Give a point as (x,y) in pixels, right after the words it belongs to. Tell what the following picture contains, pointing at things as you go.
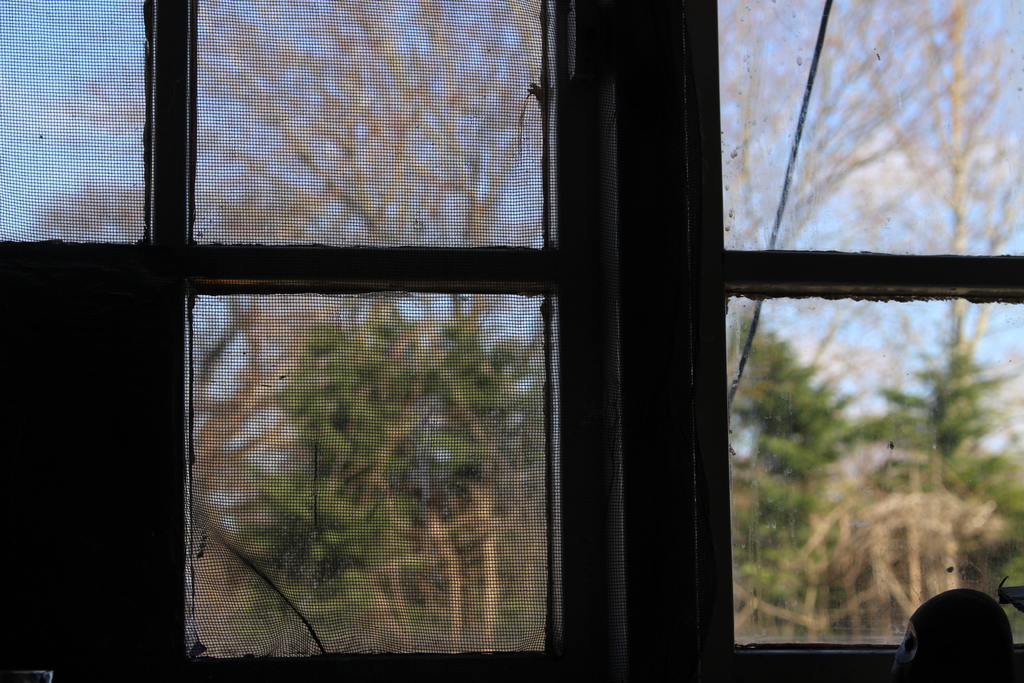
This picture shows a glass window (931,271) and from the glass (919,510) we see trees (335,427) and a blue sky (256,24).
